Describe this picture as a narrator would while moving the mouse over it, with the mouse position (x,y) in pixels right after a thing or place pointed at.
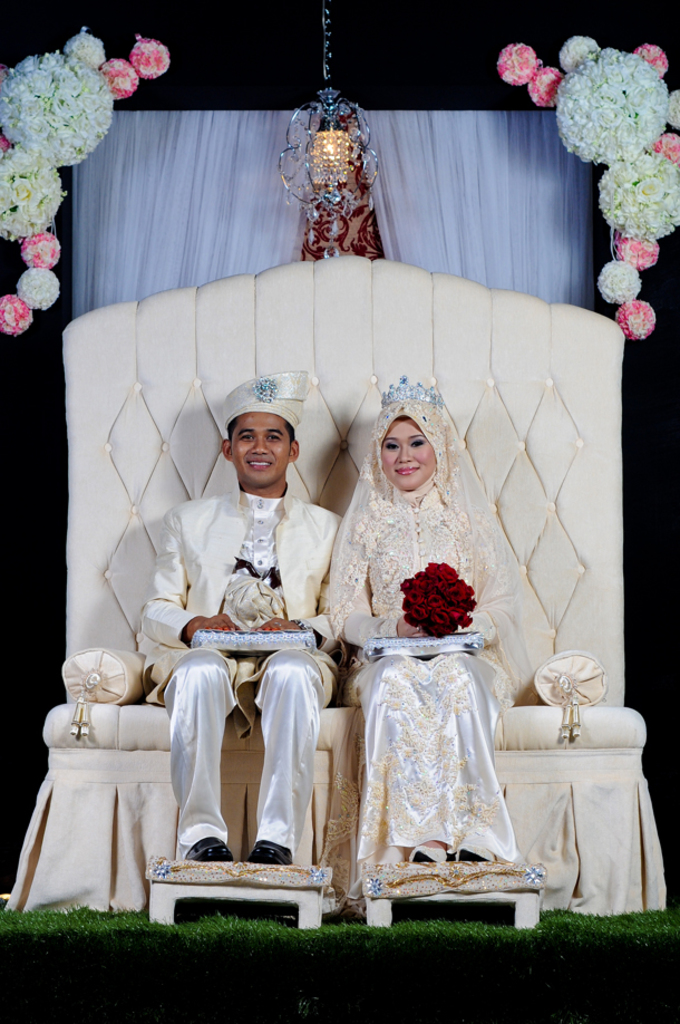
This image is taken outdoors. At the bottom of the image (245,956) there is a ground (140,966) with grass (186,965) on it. In the background (304,247) there are two curtains (454,186) and there are a few decorative items (605,172) and flowers (147,76). At the top of the image (322,143) there is a lamp (322,143). In the middle of the image (392,529) a girl (390,612) and a boy (216,611) are sitting on the couch (583,653) and the girl (430,760) is holding a bouquet (431,623) in her hands (402,627) and there are two stools (290,884) on the ground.
